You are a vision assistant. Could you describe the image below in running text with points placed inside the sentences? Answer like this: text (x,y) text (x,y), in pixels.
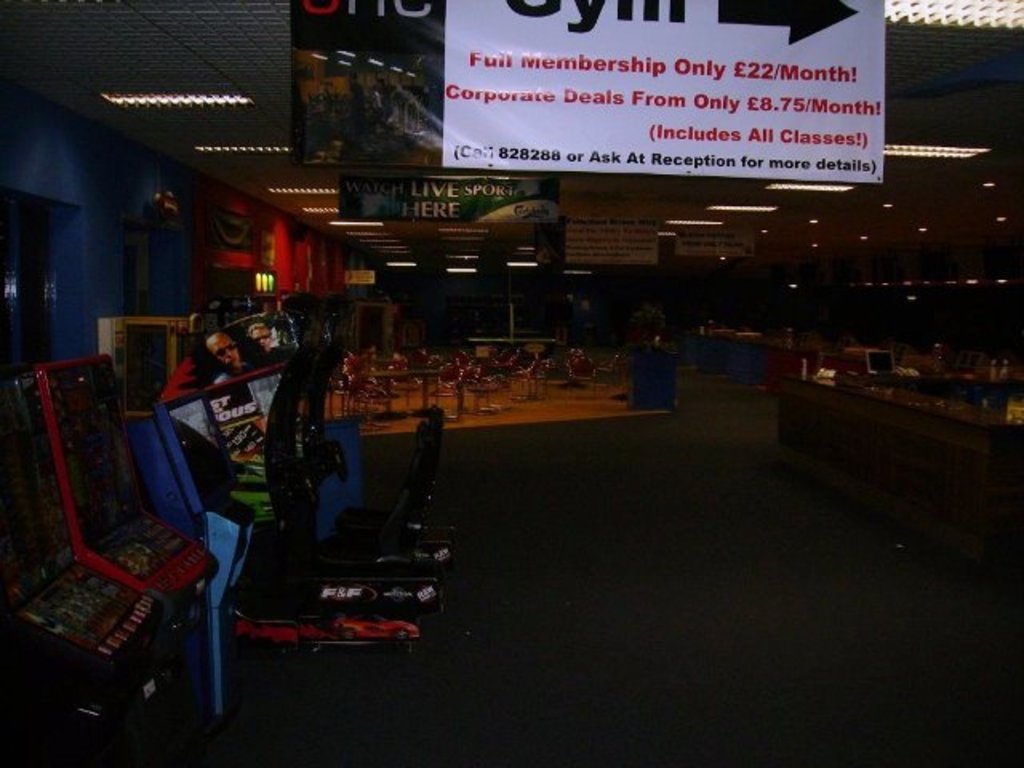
On the left side of the image (171,526) we can see a few gaming machines (265,531). At the top of the image (684,103), there is a banner (709,124) with some text (563,98). In the background (323,283) there is a wall (323,266), lights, chairs (583,367) and a few other objects (787,352).
